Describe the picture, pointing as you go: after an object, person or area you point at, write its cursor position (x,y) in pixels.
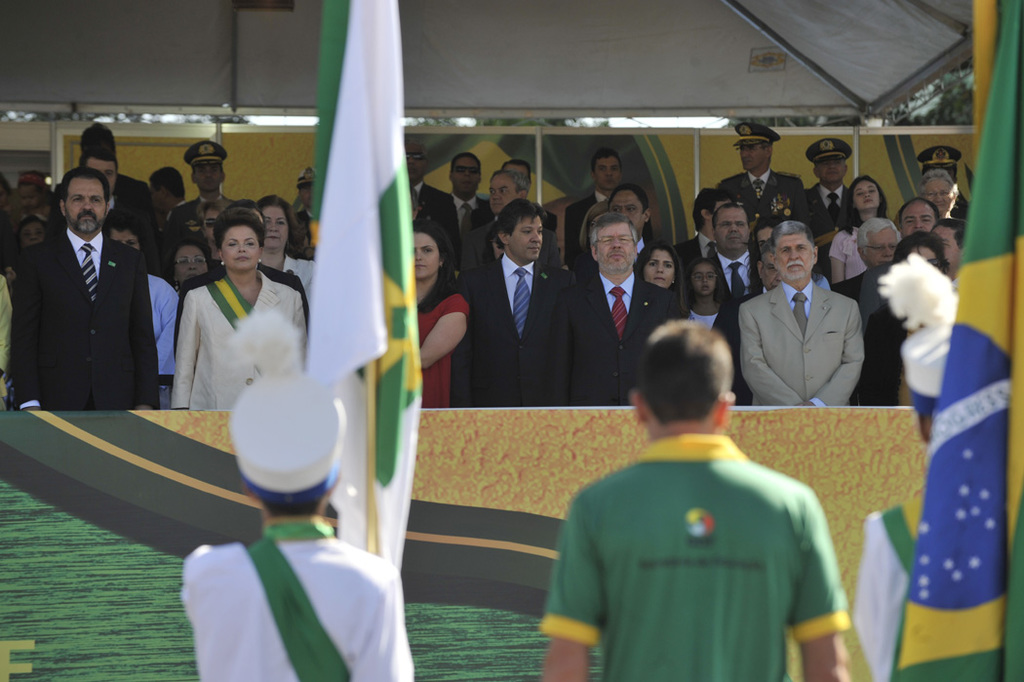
In this image there are people (609,596) standing near the people (693,671) there are flags (912,593), in the background (128,555) there is a banner (40,443), behind the banner (884,412) there are people (756,327) standing under a tent (774,40).
